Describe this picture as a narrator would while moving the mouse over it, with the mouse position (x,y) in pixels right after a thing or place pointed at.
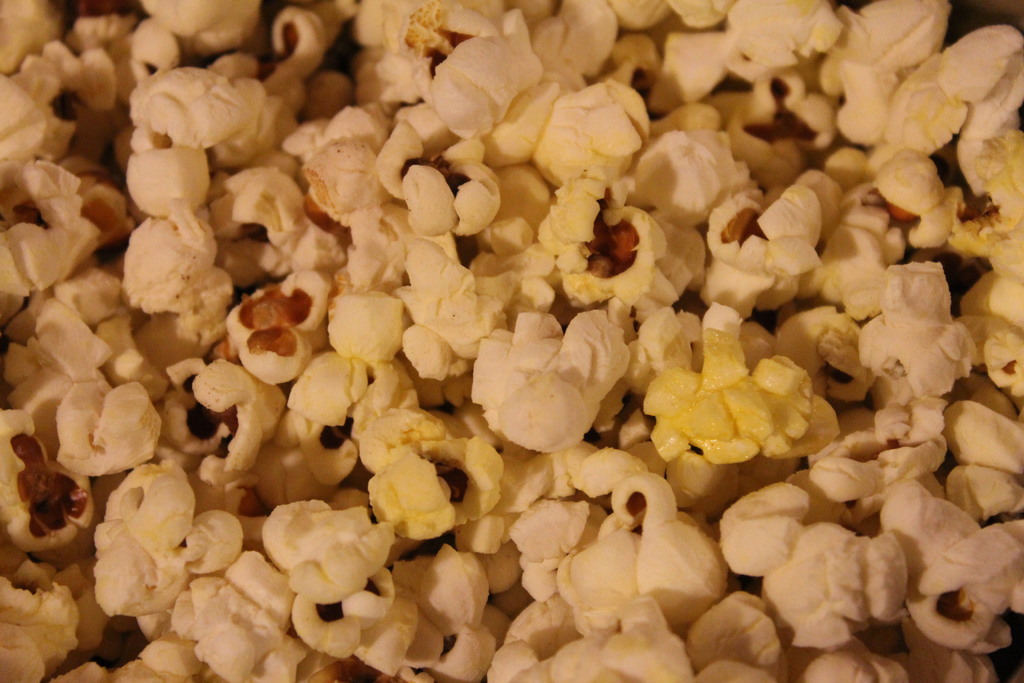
In this image we can see some popcorn (451,577) on the surface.
